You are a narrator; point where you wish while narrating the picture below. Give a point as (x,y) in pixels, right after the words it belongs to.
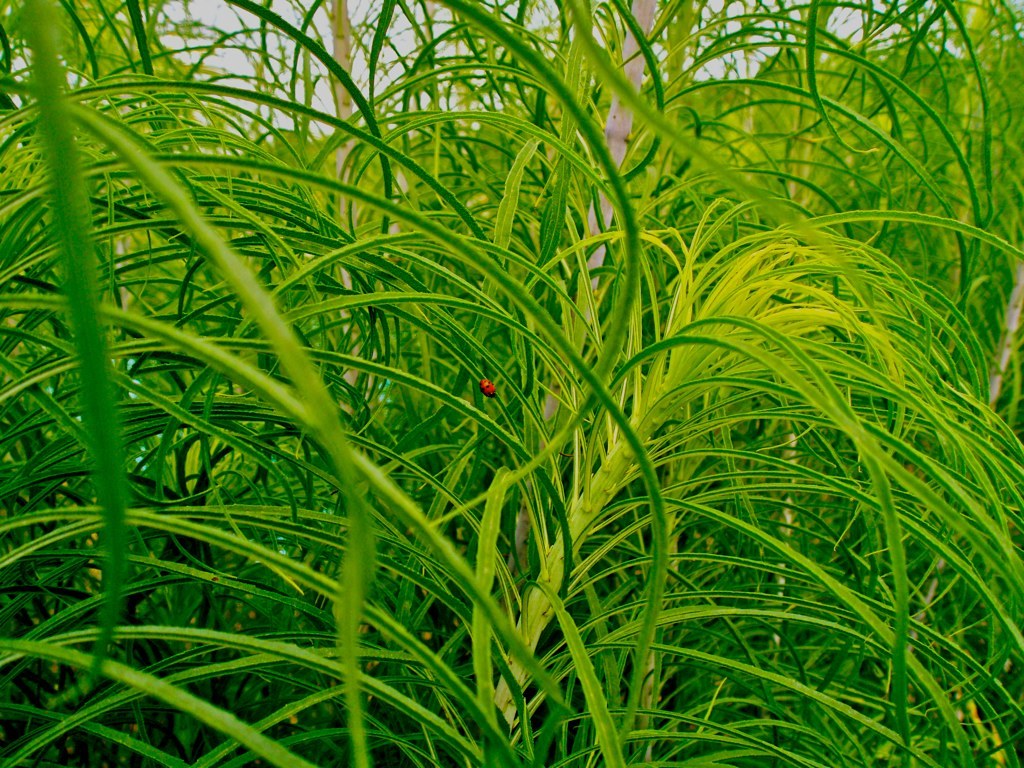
In the center of the image (492,391) we can see insect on the plants (434,435). In the background (366,76) there is a sky (322,70).
